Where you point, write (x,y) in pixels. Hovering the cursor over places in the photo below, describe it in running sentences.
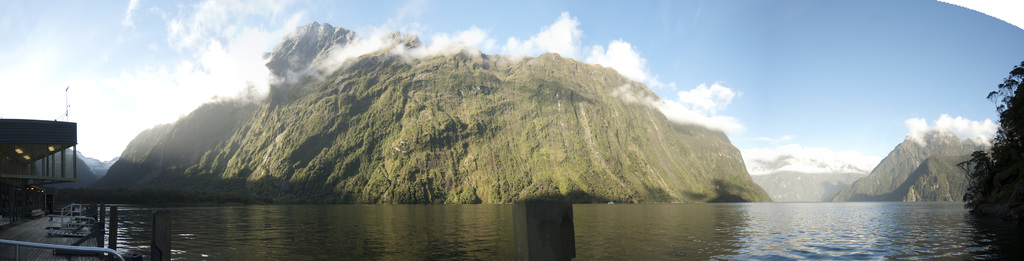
Here in this picture in the front (718,241) we can see water (200,209) present all over there and on the left side (56,154) we can see a house (63,130) present and we can see mountains (344,111) present, that are covered with grass (517,141) over there and we can also see plants (974,168) present on the right side (1005,190) and we can see clouds (674,114) present all over there
